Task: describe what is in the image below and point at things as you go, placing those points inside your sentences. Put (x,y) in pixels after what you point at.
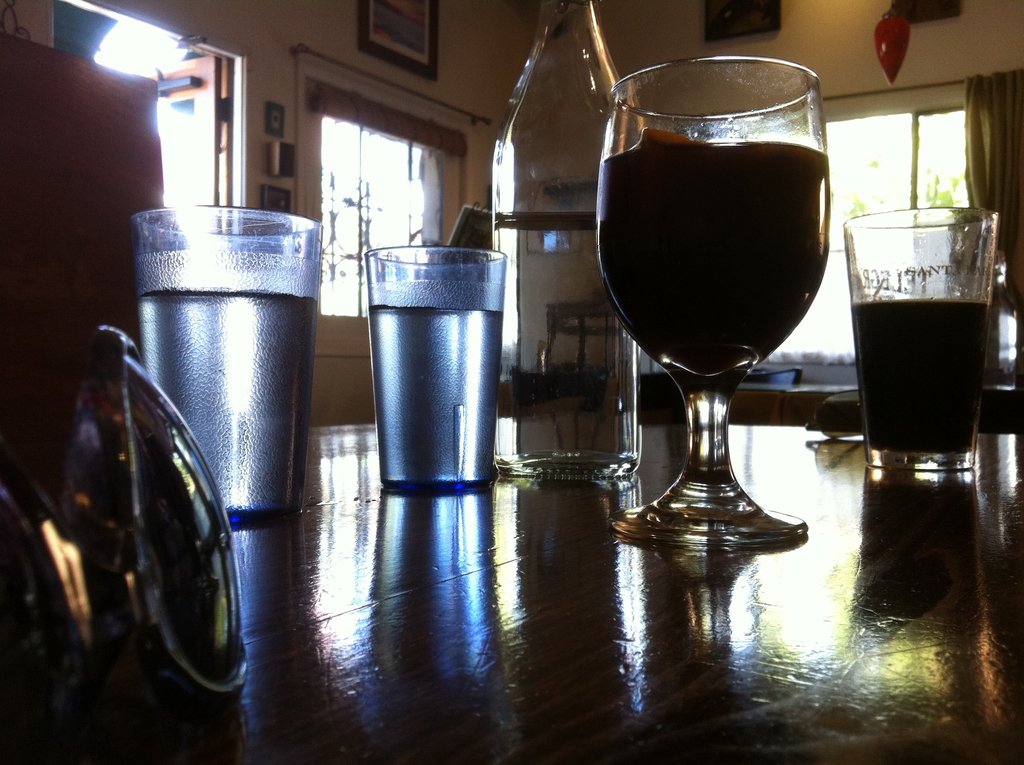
in this image the 3 glasses (294,507) and one wine glass (765,233) is there on the table (566,618) the table (364,516) is inside the room (429,170) the room (430,171) has some photos (398,61), windows (410,174) and something else.
